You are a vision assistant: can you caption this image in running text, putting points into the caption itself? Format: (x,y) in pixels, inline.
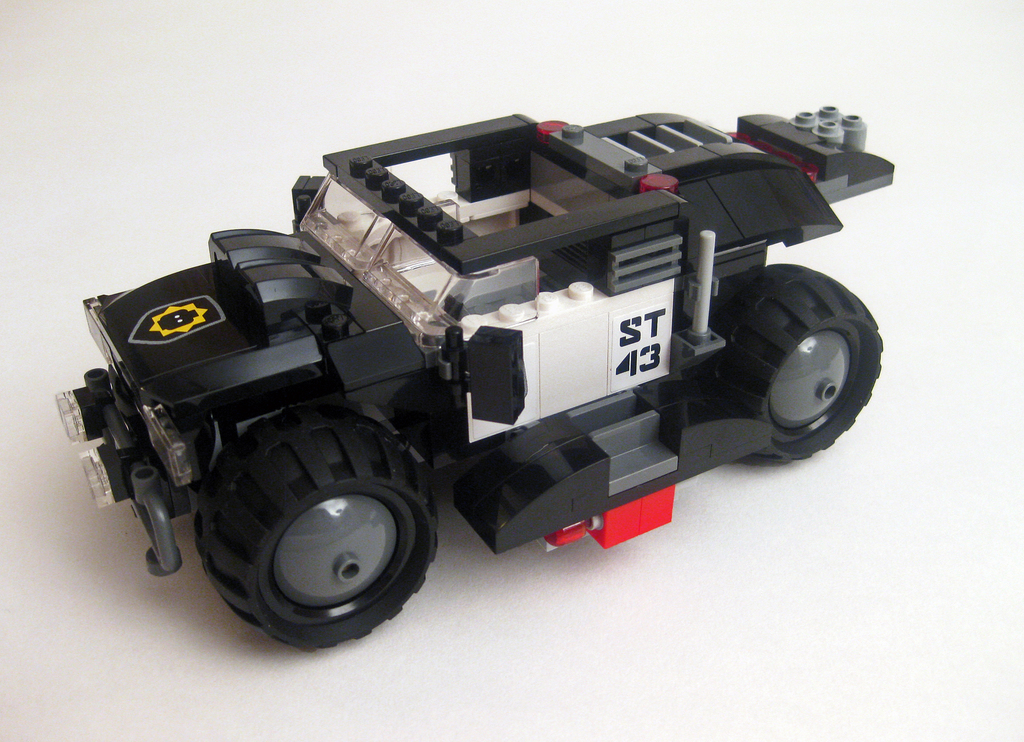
In this picture I can see the black color toy car (240,440) which is kept on the table (759,665).
